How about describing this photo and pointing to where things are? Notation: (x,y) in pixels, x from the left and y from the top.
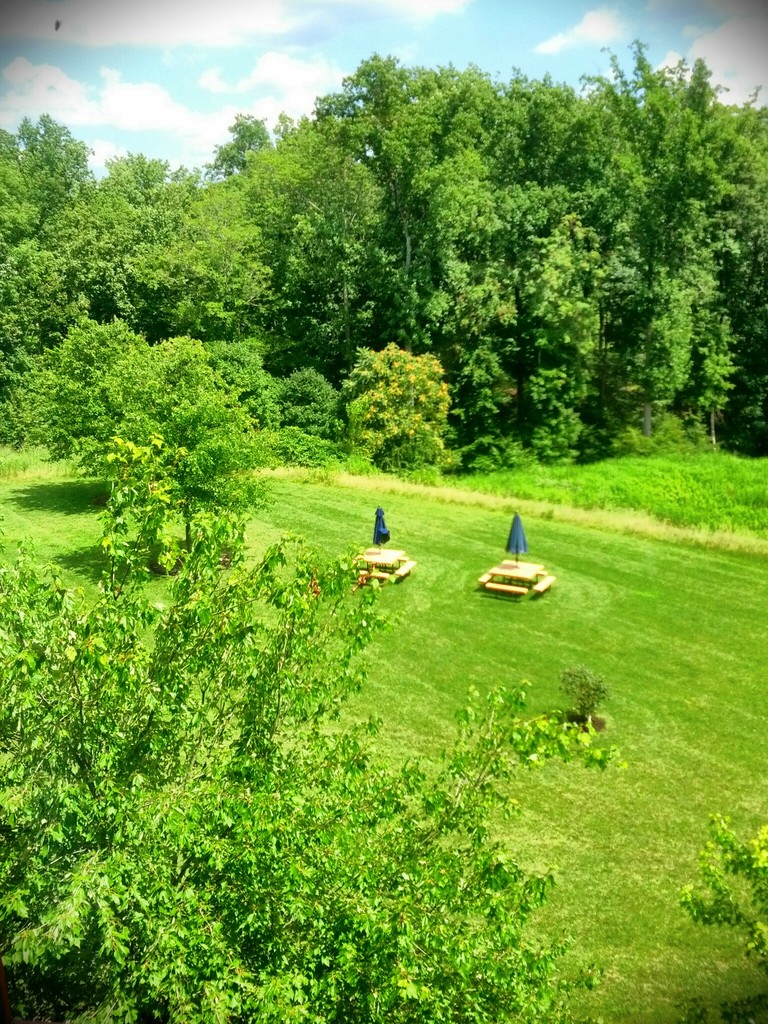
In this image there are trees (302,617) and there are tables (504,577) are arranged on the surface (477,646) of the grass (673,595). In the background (256,93) there is a sky (212,84).
